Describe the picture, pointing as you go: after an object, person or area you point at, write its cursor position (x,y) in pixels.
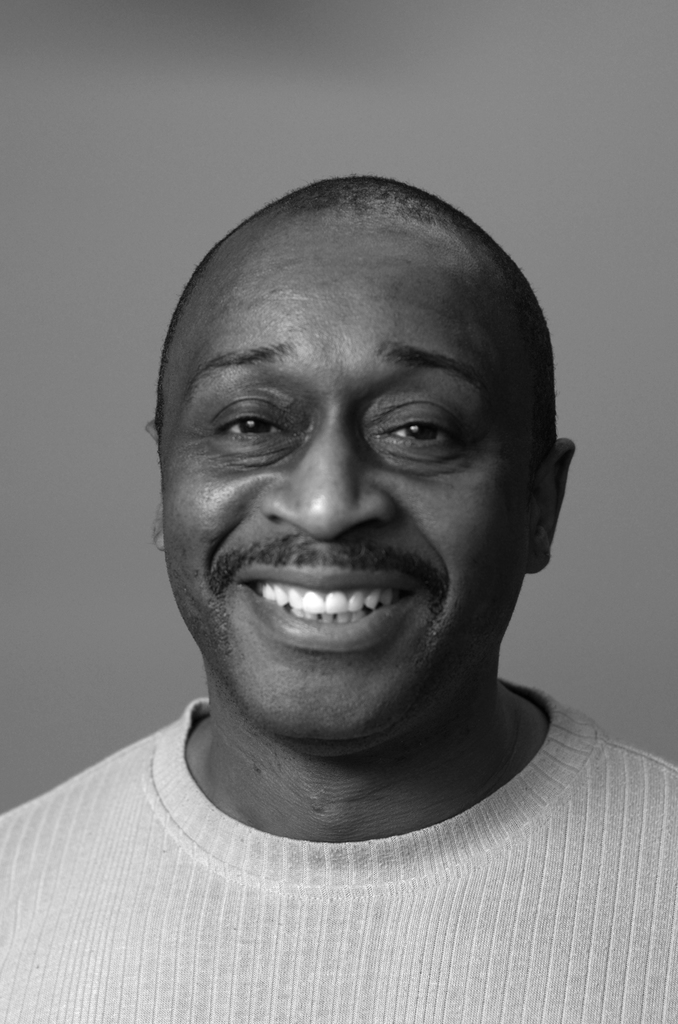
In this image we can see one person (288,380). And we can see the wall (267,87).
